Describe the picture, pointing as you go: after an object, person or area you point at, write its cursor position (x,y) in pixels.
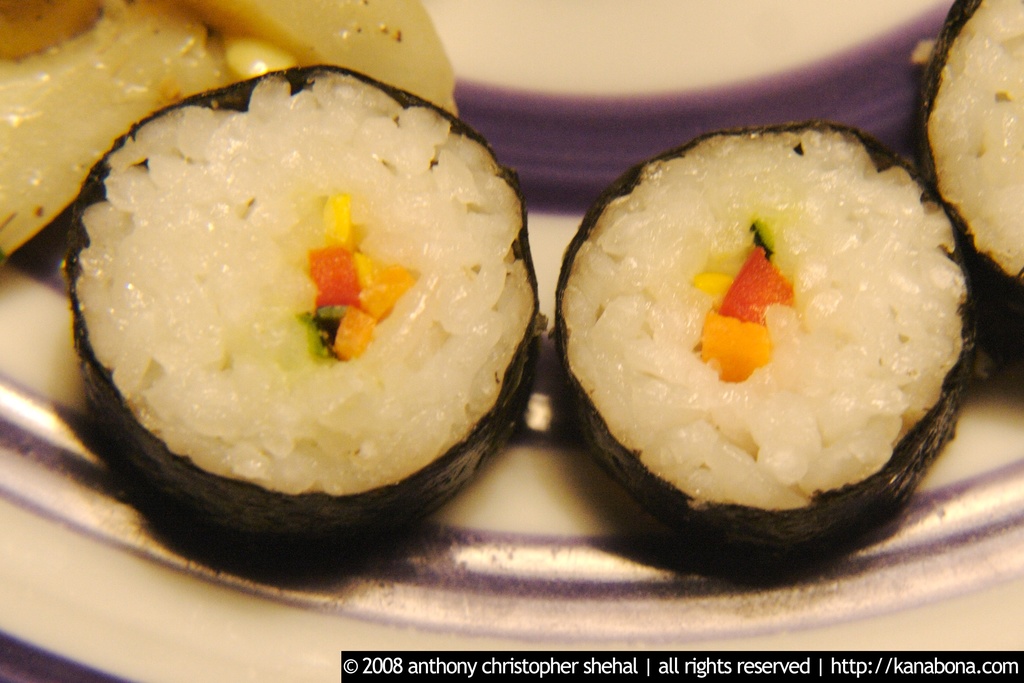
In this image, we can see a plate (263,627) with some food (595,452).
